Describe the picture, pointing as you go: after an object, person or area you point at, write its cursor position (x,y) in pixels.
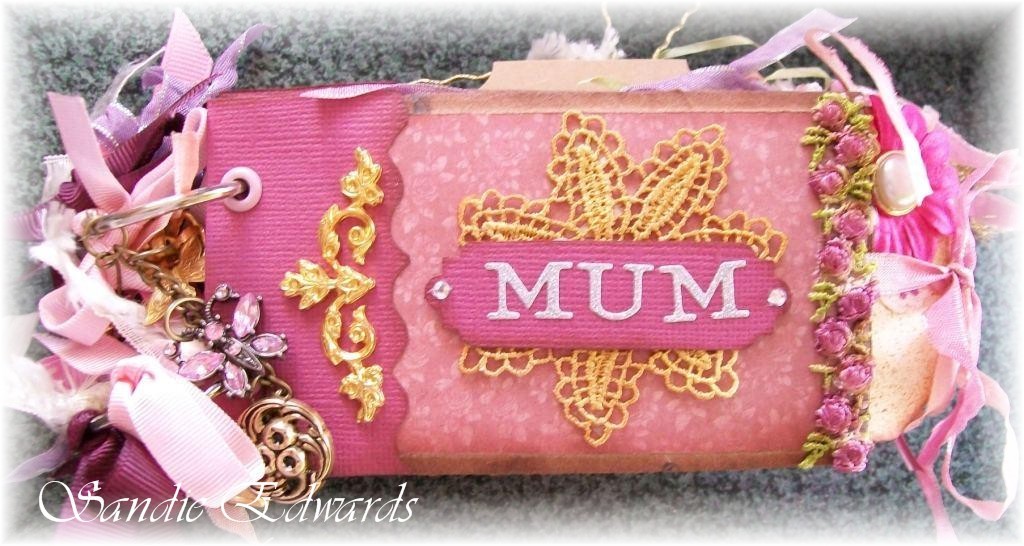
In this image we can see an object (395,341) with some ribbons (942,300), keychain (151,255) and some text (740,265) placed on the surface (142,39).
